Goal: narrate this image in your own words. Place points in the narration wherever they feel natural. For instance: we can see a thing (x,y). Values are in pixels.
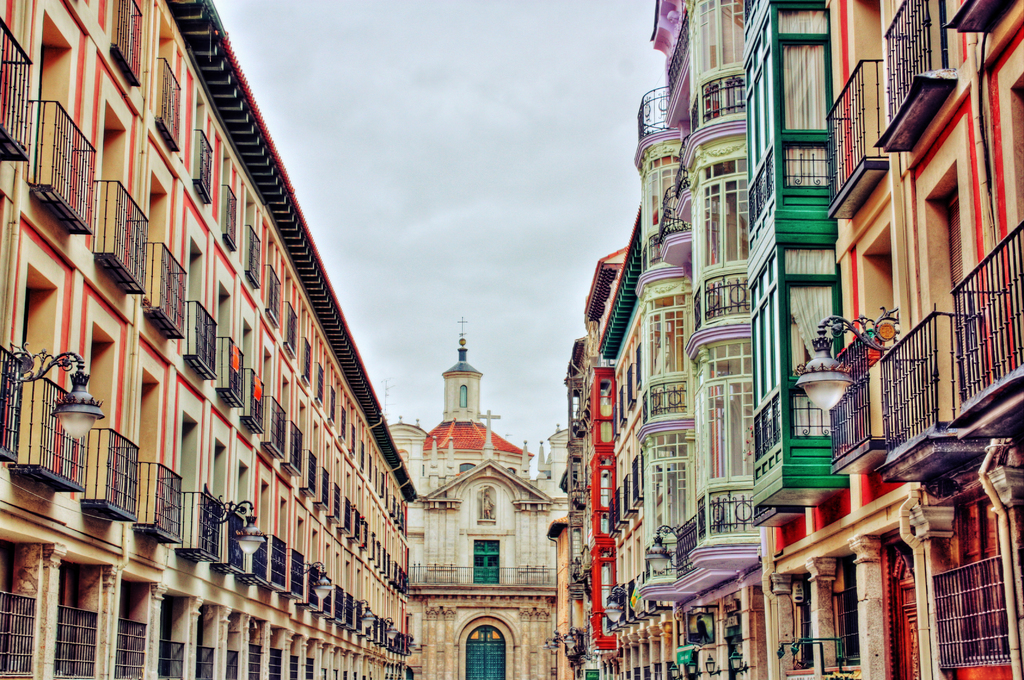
In this image on the right side (697,106) and left side (301,525) there are some buildings (338,525) and in the center (452,429) there is a church (507,573), on the top of the image (432,168) there is sky (521,277).
